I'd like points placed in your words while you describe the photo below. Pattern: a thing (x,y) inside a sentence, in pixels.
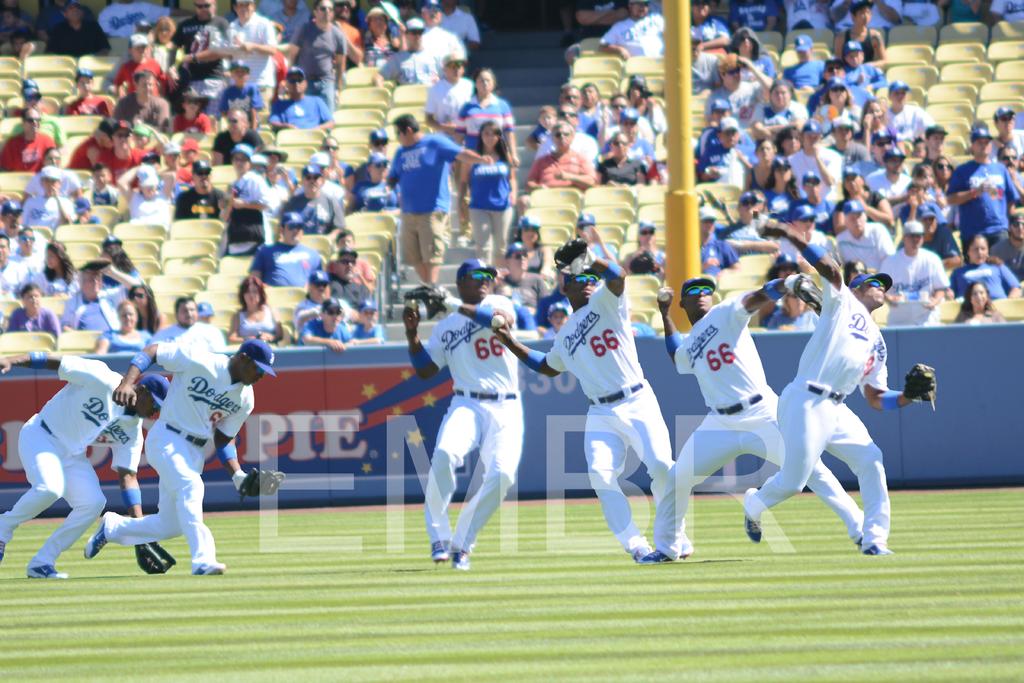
In this there is a playground (448,608), there is grass (338,603), the players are playing on the ground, there is a board (405,431), there is text (340,441) on the board (336,433), there is a pole (675,156) truncated, there are chairs (179,242), there are audience (934,218), there is a staircase (533,43), there are persons (967,171) truncated towards the right of the image (984,188), there are persons (32,214) truncated towards the left of the image (33,273).
